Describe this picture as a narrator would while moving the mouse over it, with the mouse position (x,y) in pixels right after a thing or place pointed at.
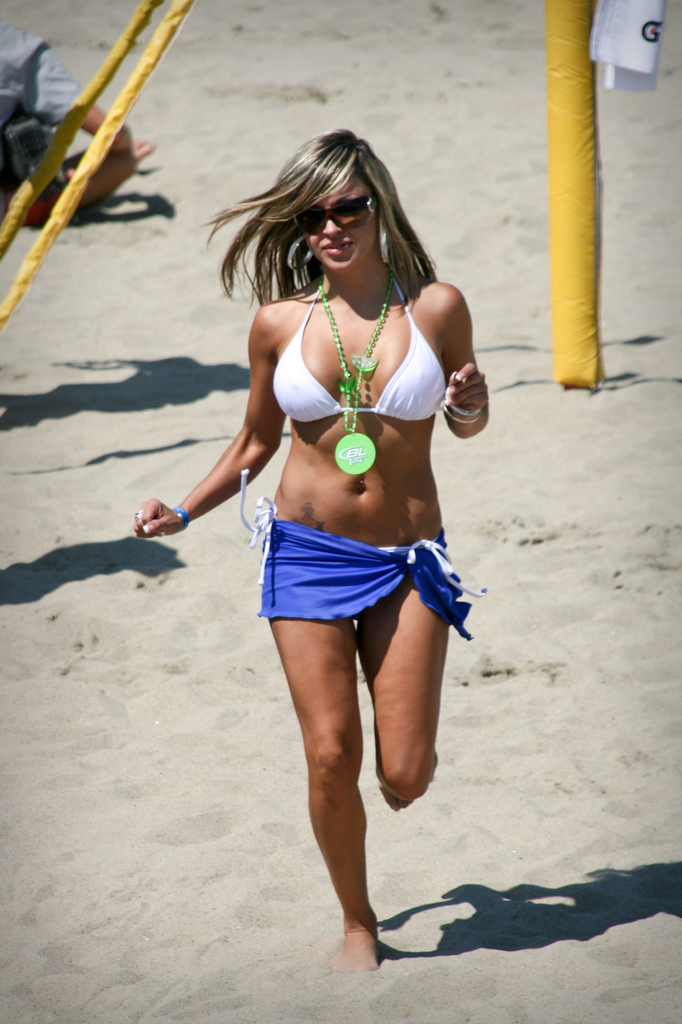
There is a woman (400,481) running on the sand (432,872), behind this woman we can see yellow objects (582,116) and there is a person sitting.
